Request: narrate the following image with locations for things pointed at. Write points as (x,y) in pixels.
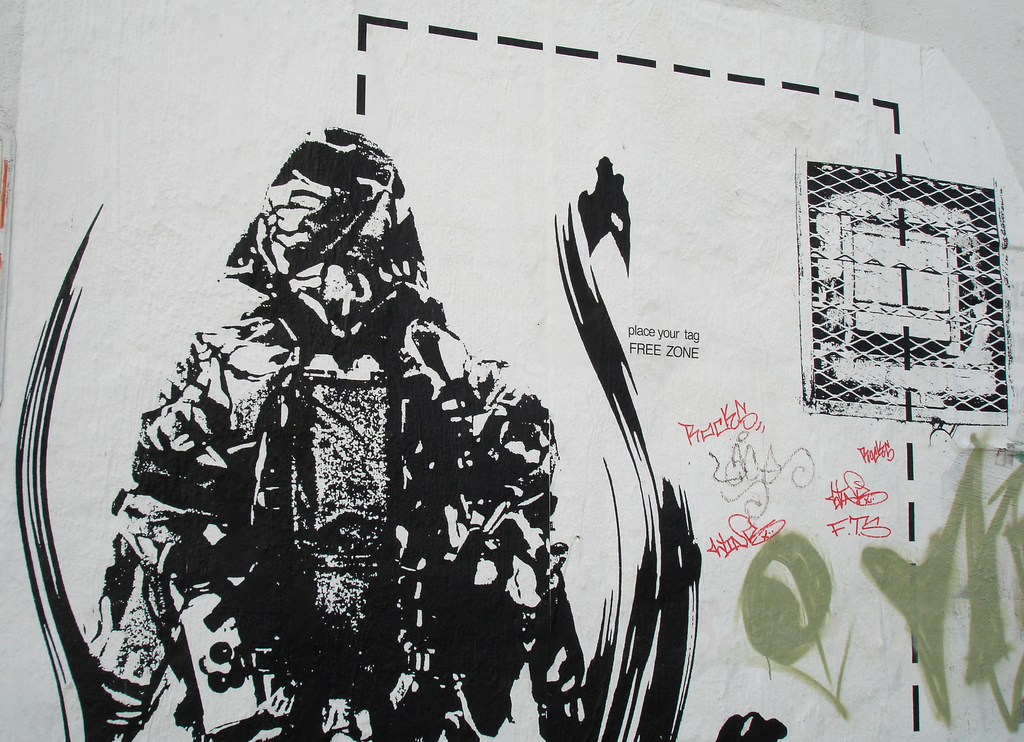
In this image we can see an art (99,675) which is in black color painted on the wall (106,70). Here we can see some text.
